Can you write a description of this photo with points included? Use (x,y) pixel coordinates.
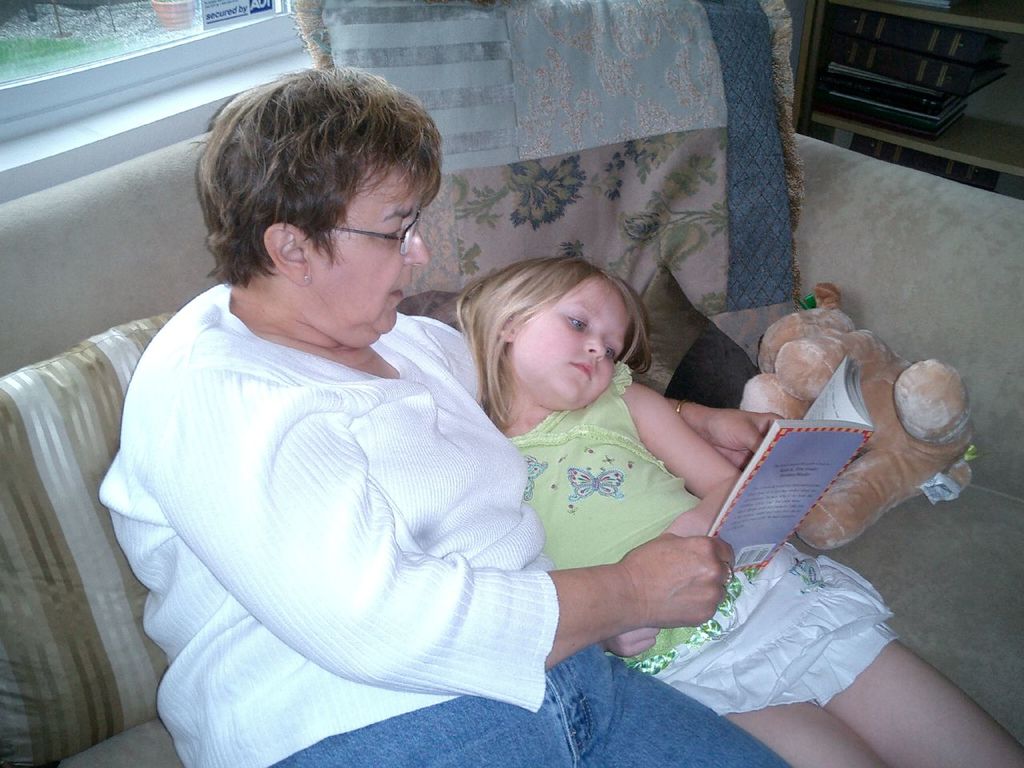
There is a woman (423,471) and a girl (541,508). Woman (378,214) is wearing a specs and holding a book (747,482). They are sitting on a sofa (908,582). On the sofa (908,582) there are pillows (697,344) and a teddy bear (890,355). In the back (100,82) there is a window (116,46). In the right top corner (912,79) there is a cupboard (984,158) with books (936,118).
